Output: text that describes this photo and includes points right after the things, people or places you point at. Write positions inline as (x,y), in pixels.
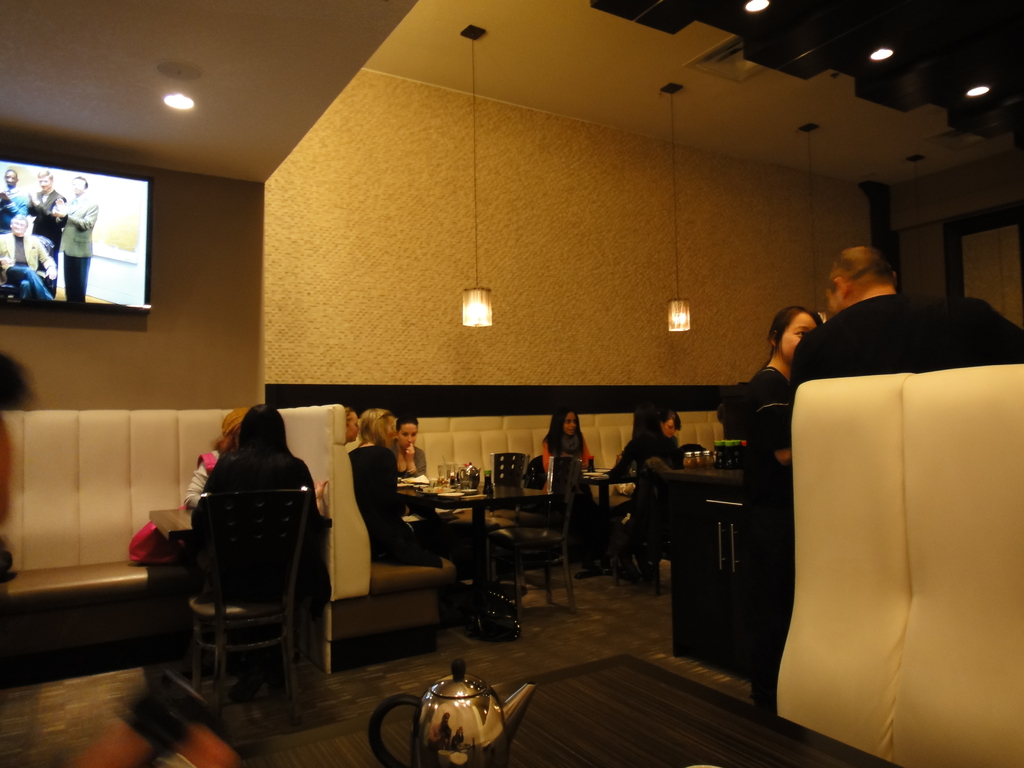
This is the picture of the restaurant (143,333) where there are group of people (257,654) sitting in couch (520,447) another group of people (943,354) standing and there is a tea pot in the table (287,764) and there is a television (148,223) attached to the wall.
